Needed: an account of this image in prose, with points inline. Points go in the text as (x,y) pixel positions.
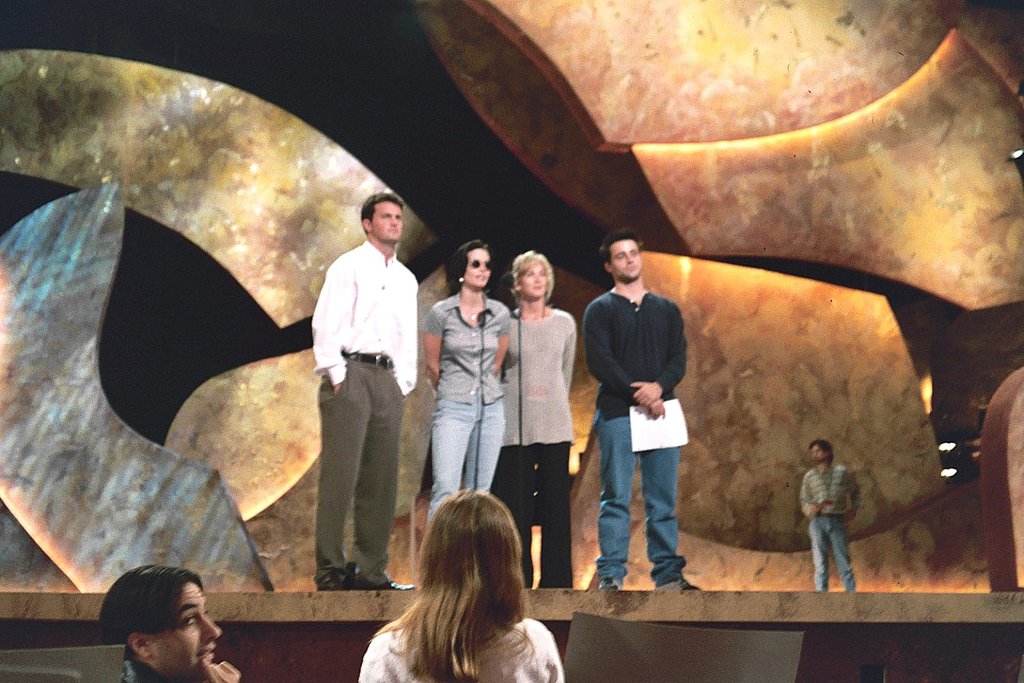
In this picture I can see there are a few people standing on the dais (245,641) and there is a person (830,510) standing in the backdrop (826,524) and there are two people (439,642) sitting in front of the dais (248,610) at the bottom of the image (445,508). There is a design (87,275) in the backdrop (337,216).
